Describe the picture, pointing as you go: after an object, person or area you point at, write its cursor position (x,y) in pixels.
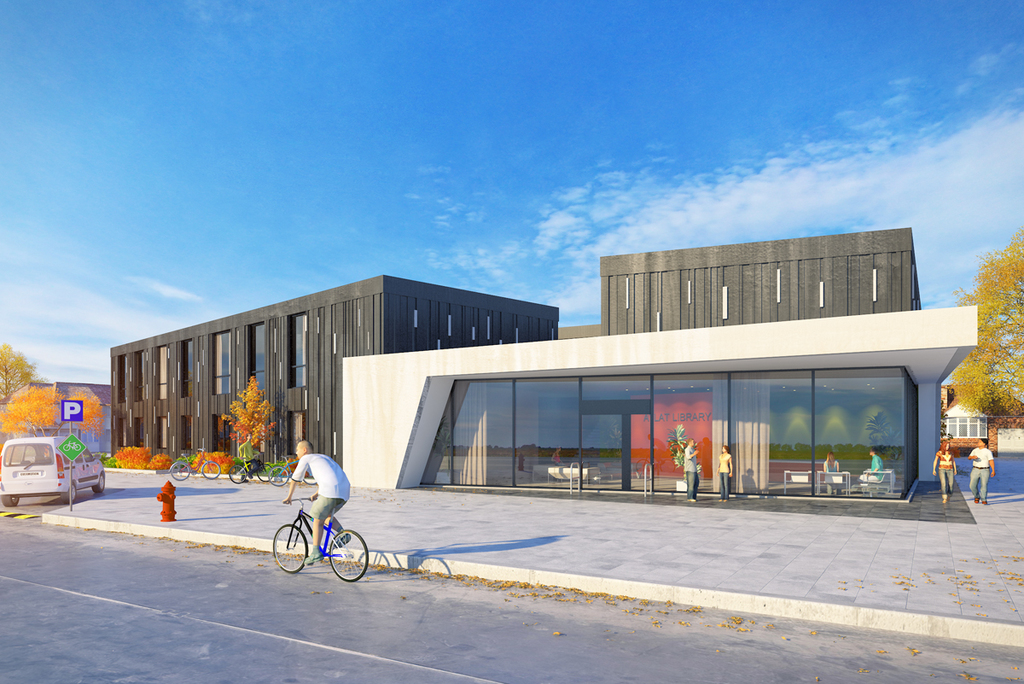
This is an animated image. At the bottom (213,640), I can see the road (313,574) and one person (323,519) is riding the bicycle (287,544). On the left side (57,473) there is a car (53,489). On the right side (975,475) two persons (984,469) are walking on the ground (955,493). In the middle of the image (552,378) there are few buildings (819,362) and trees (261,427). In front of a building (711,460) two persons (691,479) are standing. At the top of the image (381,119) I can see the sky (775,167) and clouds (750,198).
